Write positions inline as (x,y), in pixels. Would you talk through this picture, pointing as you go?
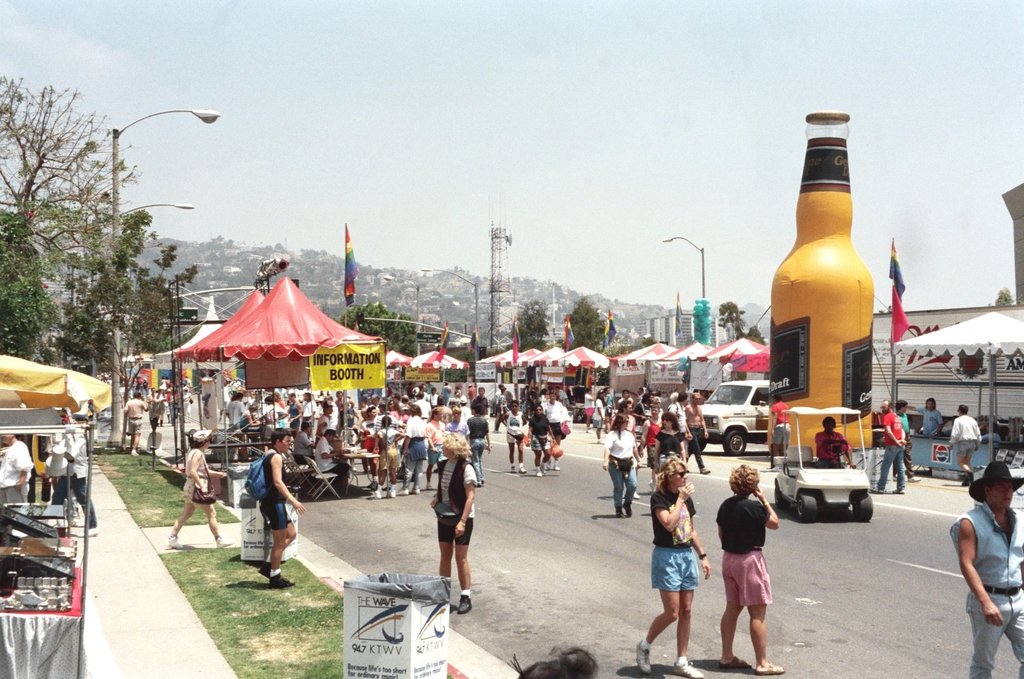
In this image we can see so many people (537,404) are walking on the road (628,524). To the both sides of the road (635,513) canopies (284,355) are there and trees (57,250) are present. The sky (376,169) is in blue color. Right side of the image (824,176) one yellow color bottle like structure thing (833,320) is there and even we can see street lights (701,264) on the both sides of the road (610,540).
